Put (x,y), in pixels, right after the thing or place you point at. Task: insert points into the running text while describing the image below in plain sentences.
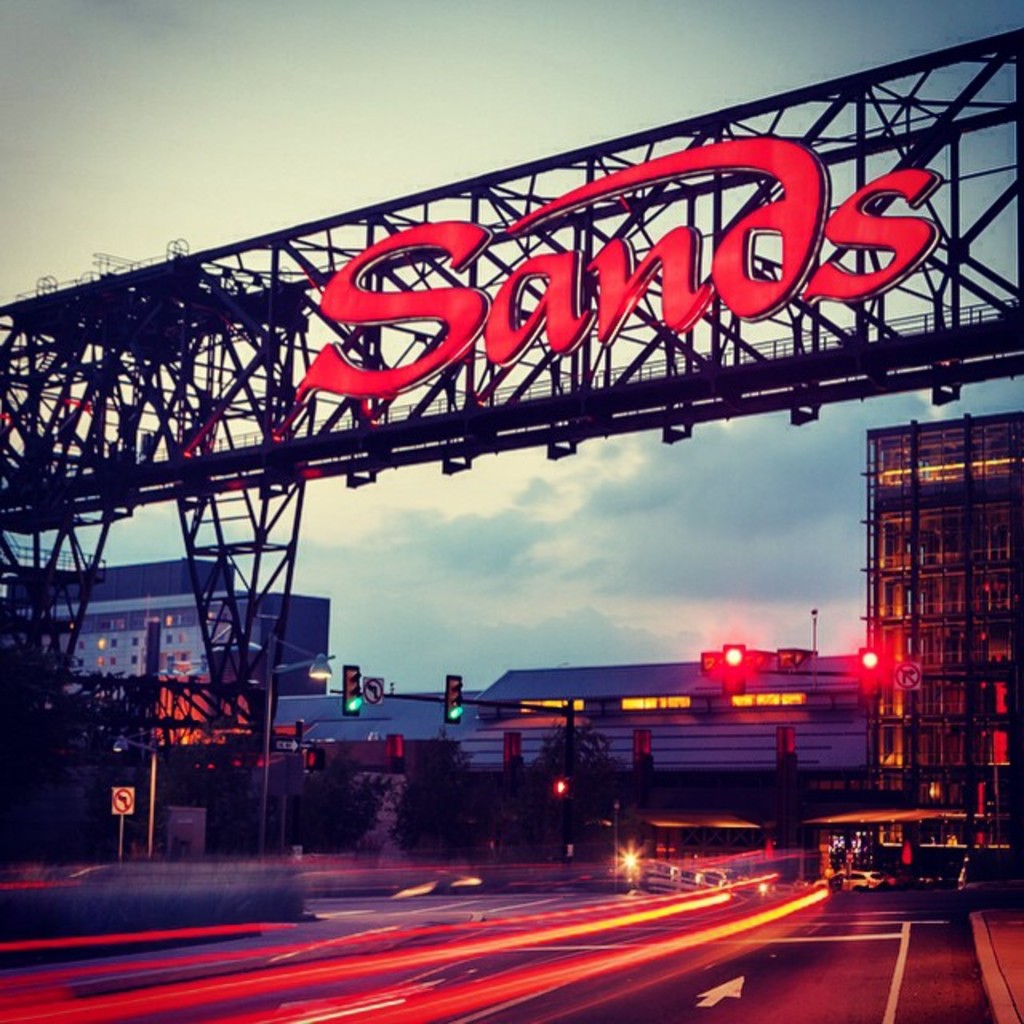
This is an outside view. At the bottom (360,985) there is a road (331,985). In the background (618,714) there are few building (939,718) and trees (530,777) and also I can see few light poles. This is an image clicked in the dark. In the middle of the image (560,379) there is a bridge (187,383). At the top of the image (332,111) I can see the sky (429,133).
